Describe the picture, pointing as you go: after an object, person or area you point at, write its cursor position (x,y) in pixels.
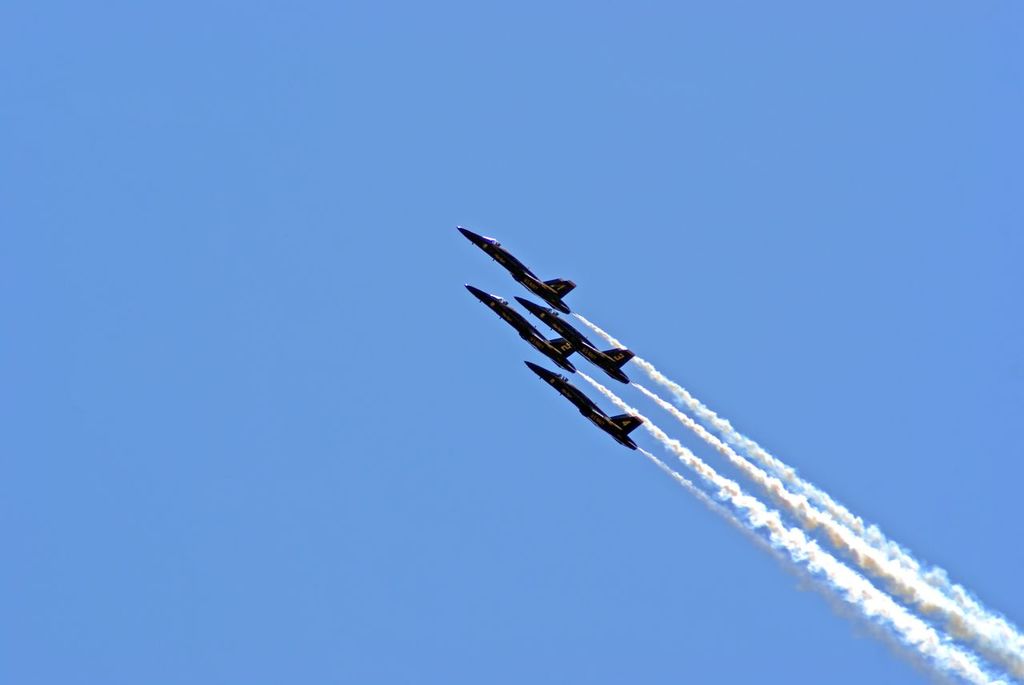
In this image there are aircraft (517,326) flying in the sky (552,395) and there is smoke (746,503).
